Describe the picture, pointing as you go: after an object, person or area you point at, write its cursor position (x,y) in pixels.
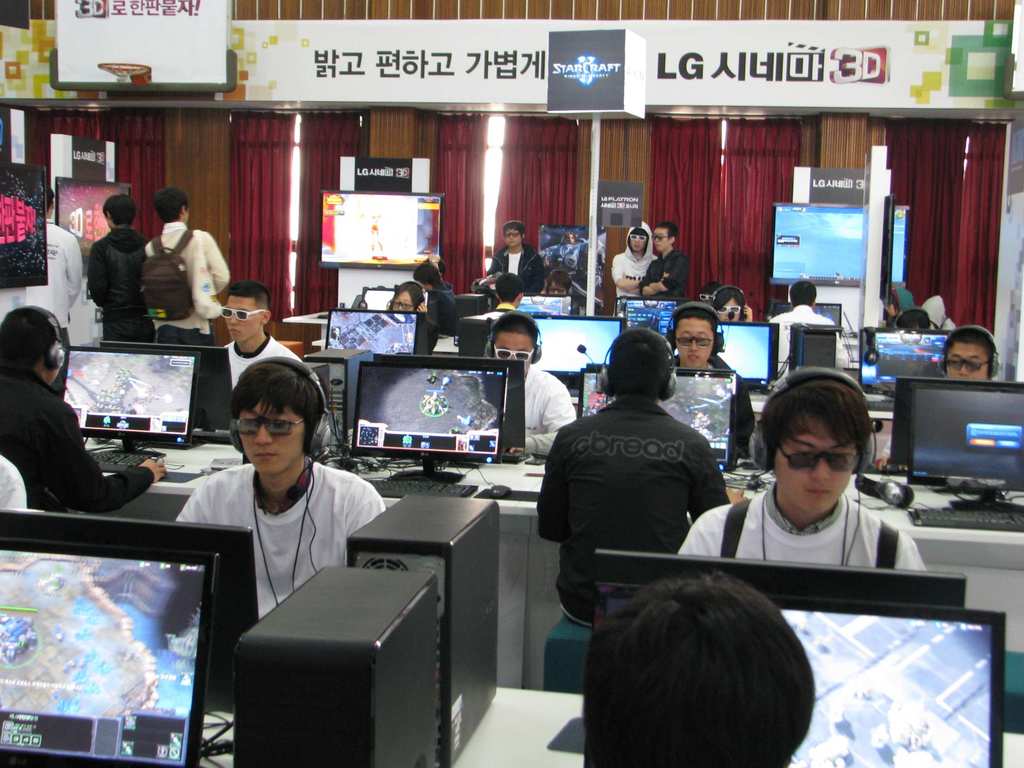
Many people (325,521) are sitting and operating the computers (973,671). Few people (122,272) are standing at the back (672,252). There are curtains (729,257) at the back (921,143).
